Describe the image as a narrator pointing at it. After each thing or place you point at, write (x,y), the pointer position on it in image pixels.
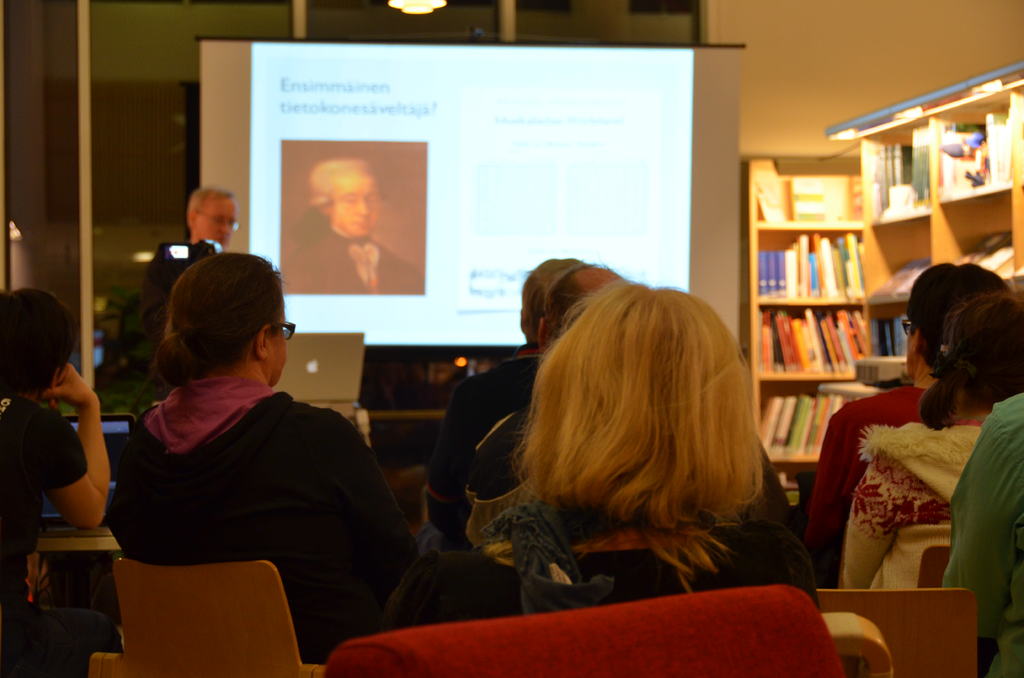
In this picture there are group of people (202,468) sitting on a chair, and in front a person (203,224) is standing and there is laptop (318,341) on the table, and in front there is a projector (418,155), and at side there are many books (773,204) in the shelves (770,302), and above there is the light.
